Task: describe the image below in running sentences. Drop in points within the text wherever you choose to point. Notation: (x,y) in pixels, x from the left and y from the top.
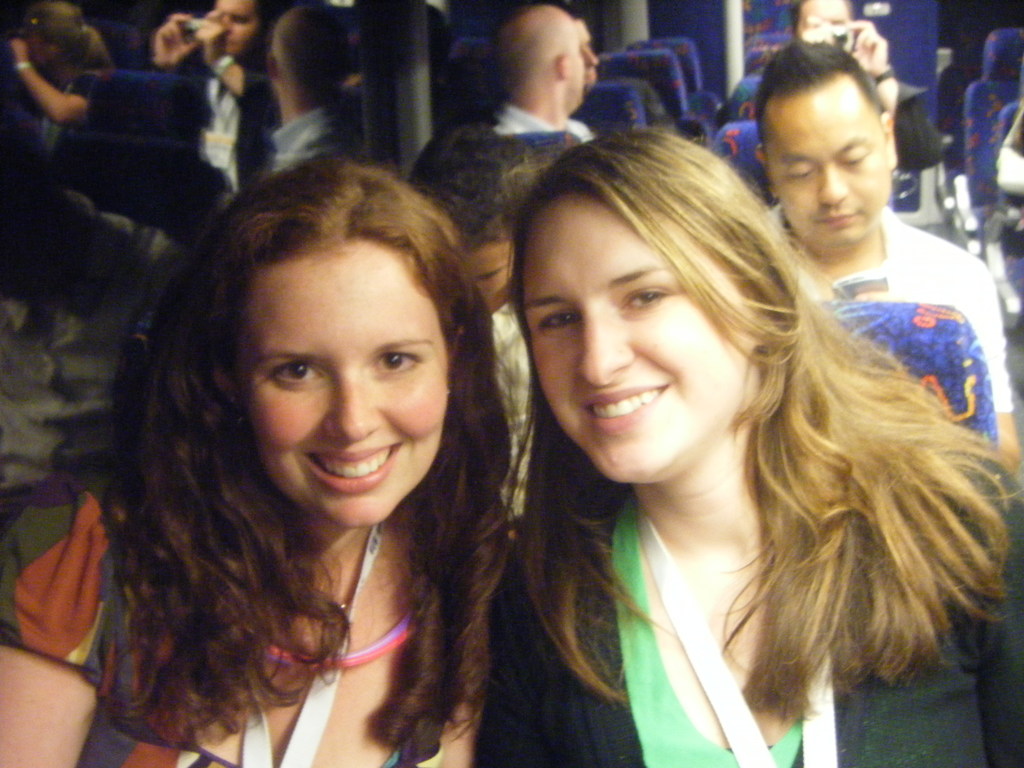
The picture is clicked inside a vehicle (665,60). There are many chairs (642,89). Few people (108,349) are sitting on chairs (642,89). In the foreground (531,324) two ladies (456,471) are sitting. They are smiling. This is looking like a mirror (173,106).
